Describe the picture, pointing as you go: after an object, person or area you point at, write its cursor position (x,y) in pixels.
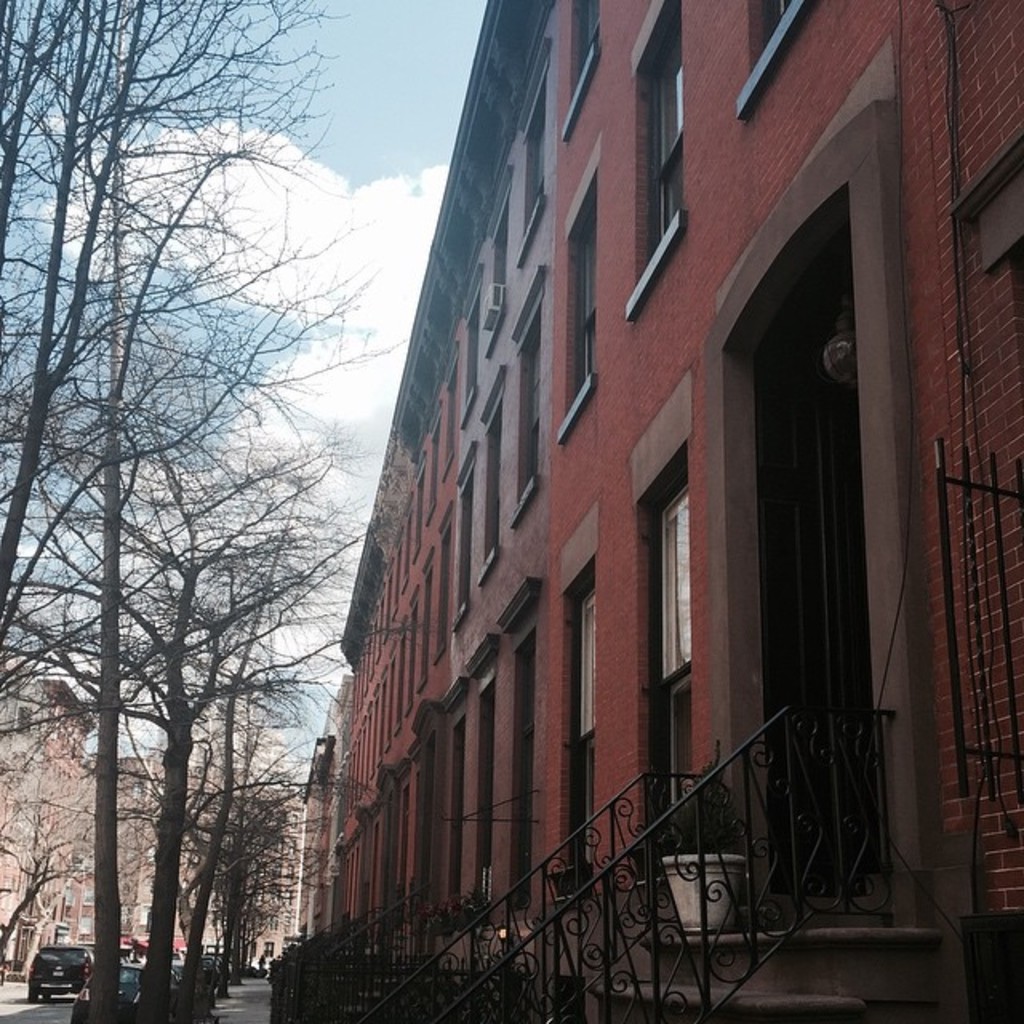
In this image we can see some buildings (461,584) and there are some trees (242,645) on the sidewalk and we can see some vehicles (62,957) on the road (23,989). We can see a flower pot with a plant (689,847) and at the top (148,268) we can see the sky (129,268).
